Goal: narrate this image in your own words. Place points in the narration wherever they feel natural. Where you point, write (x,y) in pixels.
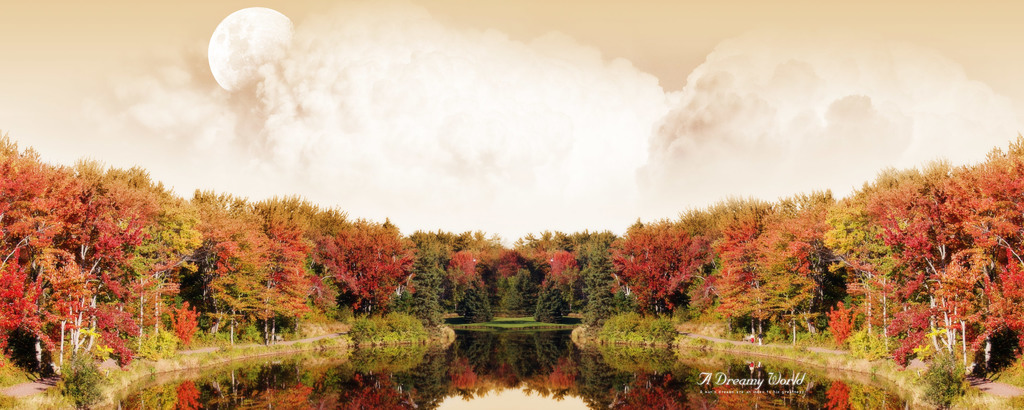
In this image there a small lake (583,373) as we can see at bottom of this image (559,398), and there is a watermark text (762,384) at bottom of this image (714,383) and there are some trees (487,304) in the background (563,267) as we can see in the middle of this image (376,267) and there is a sky (650,120) at top of this image (401,120), and there is a moon (231,52) at left side of this image (252,64).
